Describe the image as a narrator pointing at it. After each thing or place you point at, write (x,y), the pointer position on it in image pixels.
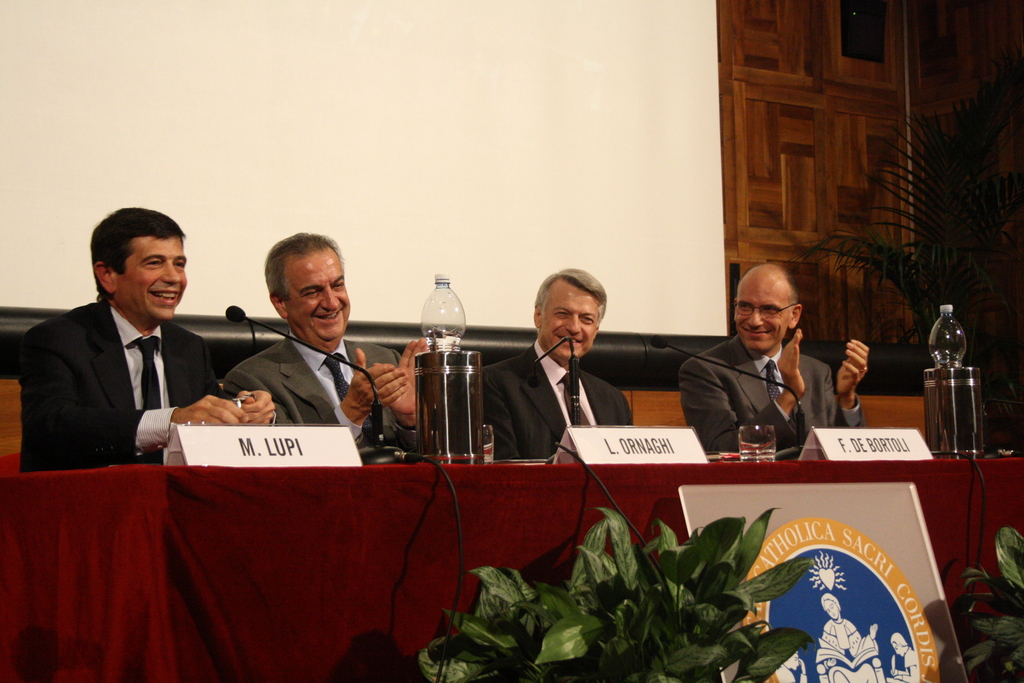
In this picture we can see a few people (583,307) sitting on the chairs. We can see the text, images of people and a few things (905,592) on the boards (852,458). There are bottles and some objects (231,451) visible on the table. We can see a few leaves (654,593), a projector screen (108,19) and other objects (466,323).
